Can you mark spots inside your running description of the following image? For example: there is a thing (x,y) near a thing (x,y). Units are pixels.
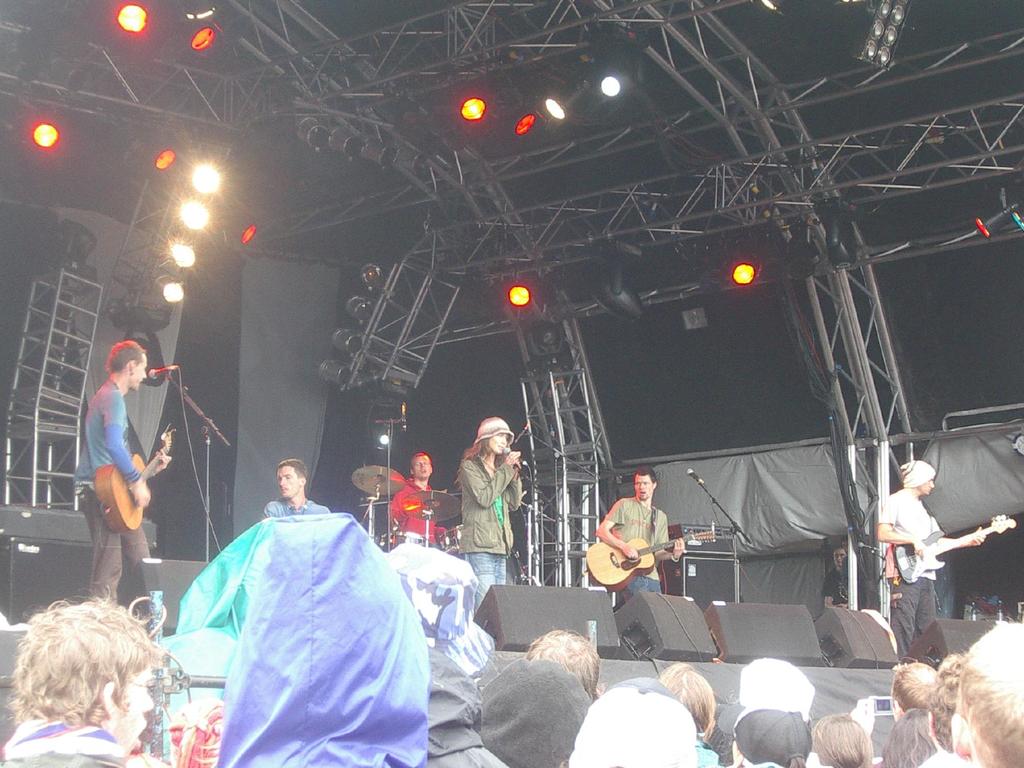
This image is clicked in a musical concert where there are lights (313,153) on the top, there are speakers (709,571) on the right (697,575) and left there are people (661,528) on the stage (696,589), who are playing different musical instruments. One of them who is standing in the middle (470,482) is singing, people (944,695) are watching them who are in the bottom (972,683).
